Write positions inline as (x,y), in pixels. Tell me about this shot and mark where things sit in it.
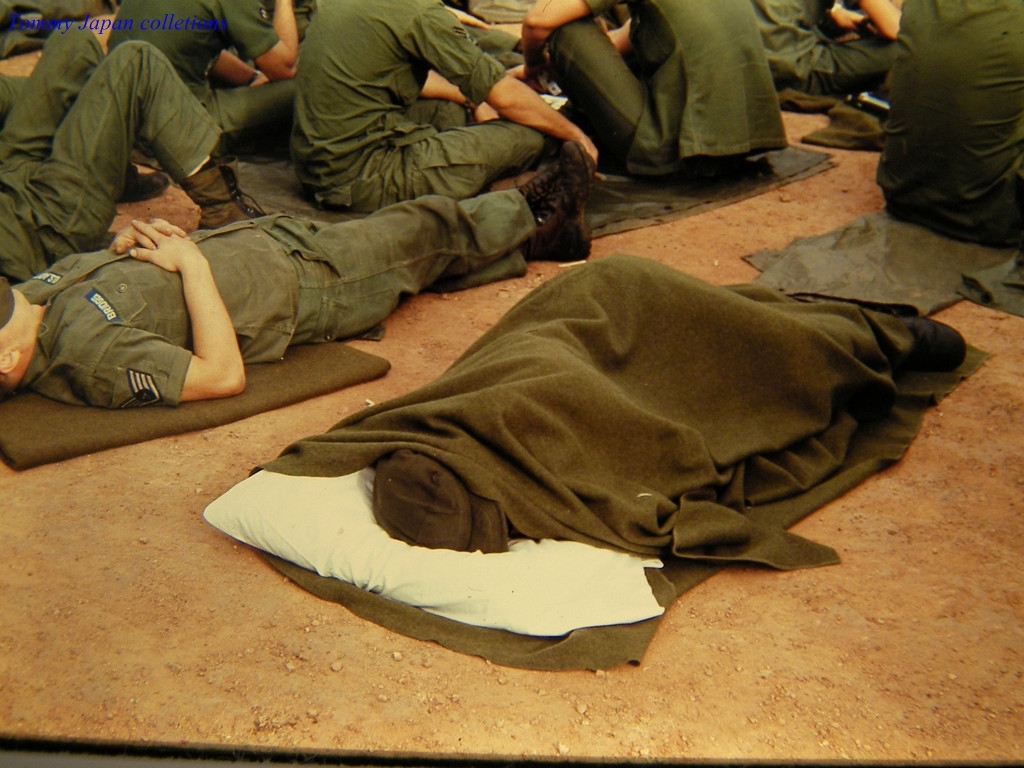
In this image I can see few people (650,57) are sitting and few people (488,233) are sleeping on the ground (818,657). I can see the blanket (642,390) and they are wearing green color dresses (441,131).
